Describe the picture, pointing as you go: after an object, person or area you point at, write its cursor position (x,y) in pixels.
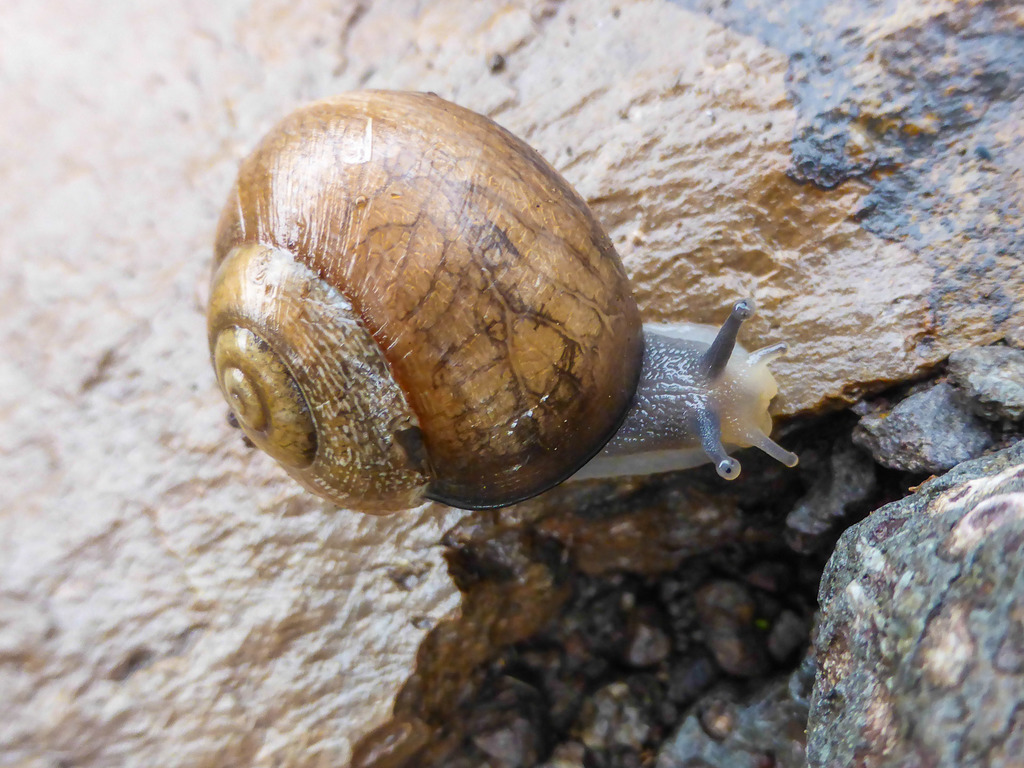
In this image I can see a snail (597,299) is walking on the stone (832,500), it is in brown color.
